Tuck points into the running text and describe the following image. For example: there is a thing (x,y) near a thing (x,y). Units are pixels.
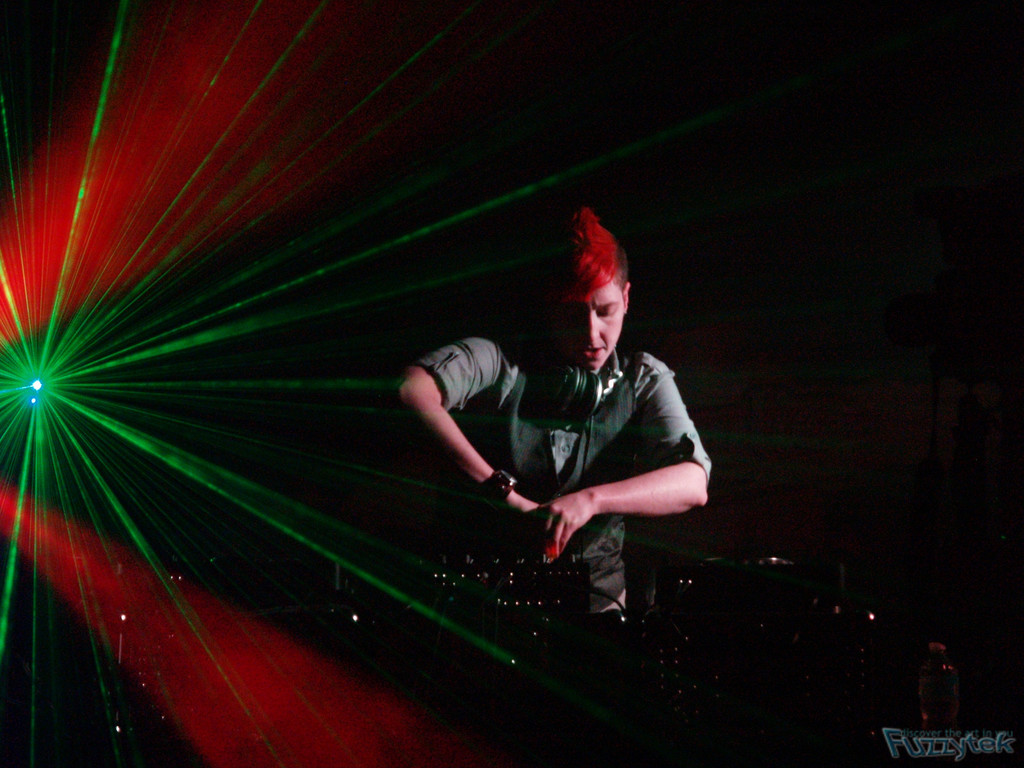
In this picture we can see a person (573,522) in the front (563,425), on the left side (30,378) there is a light (33,392), we can see a dark background (805,125), there is some text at the right bottom (931,735).
